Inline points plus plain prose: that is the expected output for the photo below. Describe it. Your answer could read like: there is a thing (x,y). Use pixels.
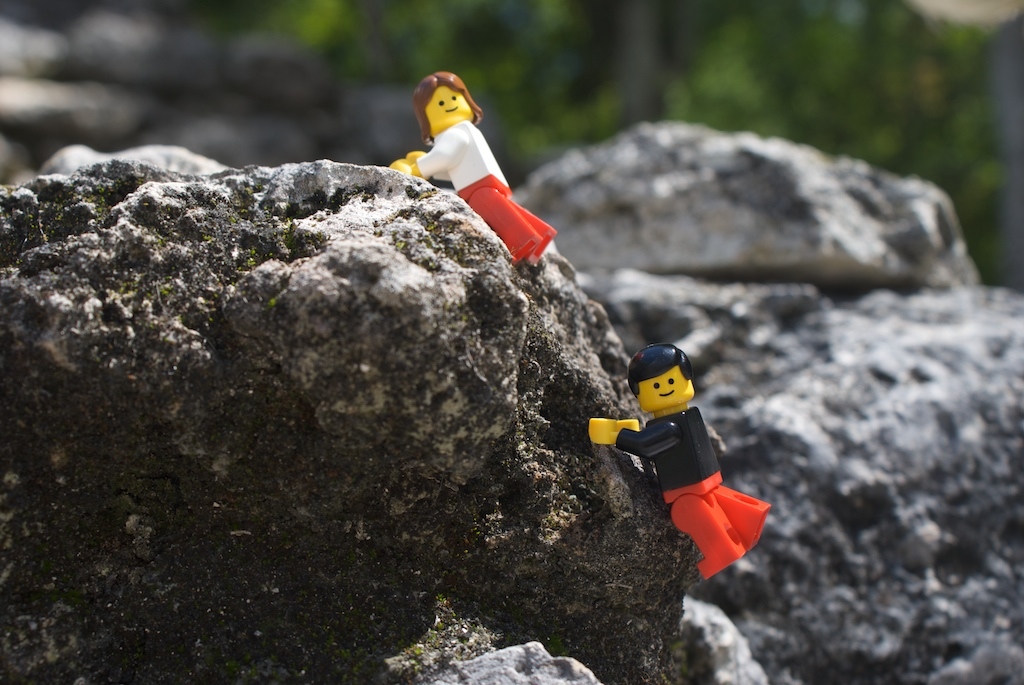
In this image I can see few stones (403,218) and here I can see few lego (421,174). I can also see green colour in background (677,95) and I can see this image is little bit blurry from background (52,84).
